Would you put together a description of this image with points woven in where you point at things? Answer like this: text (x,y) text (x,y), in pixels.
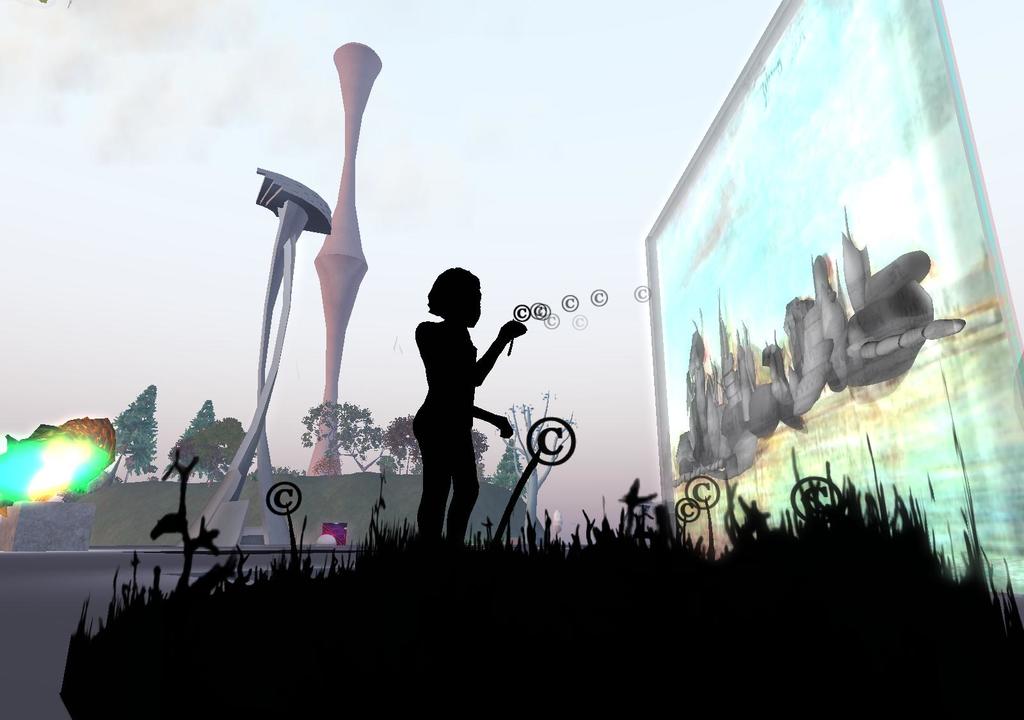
It is the graphical image in which there is a person (456,344) in the middle (466,449). On the right side (842,247) there is a board (749,359) on which there is some painting (744,361). At the bottom (577,583) there are plants (535,597) which are in black color. In the background (140,427) there are trees (353,446). In the middle (342,300) there is a pole (325,241) and some art (273,298). On the left side (22,446) there is a light (64,441).
